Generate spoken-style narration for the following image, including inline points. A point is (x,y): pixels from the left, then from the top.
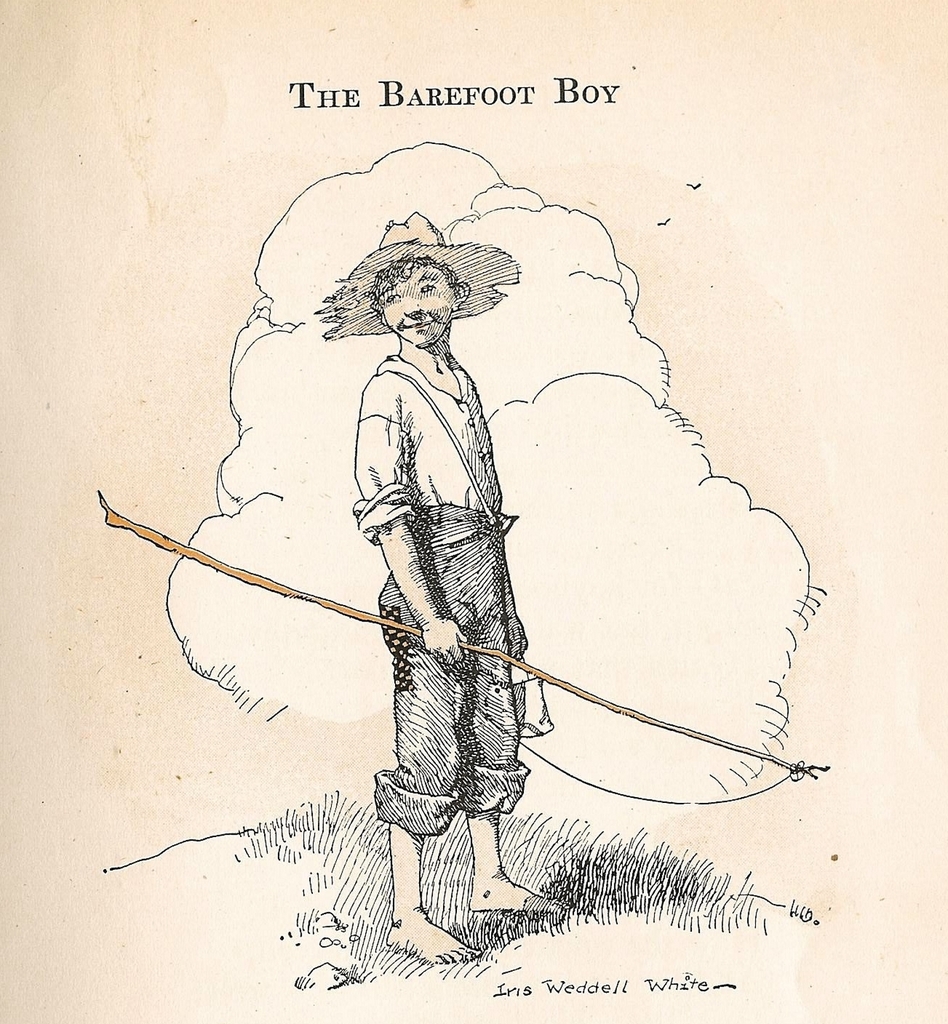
In this picture we can see poster (530,626). In that there is a man (449,301) who is wearing hat (421,236), shirt (412,466), trouser (418,659) and holding a stick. At the top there is a quotation (303,107).
